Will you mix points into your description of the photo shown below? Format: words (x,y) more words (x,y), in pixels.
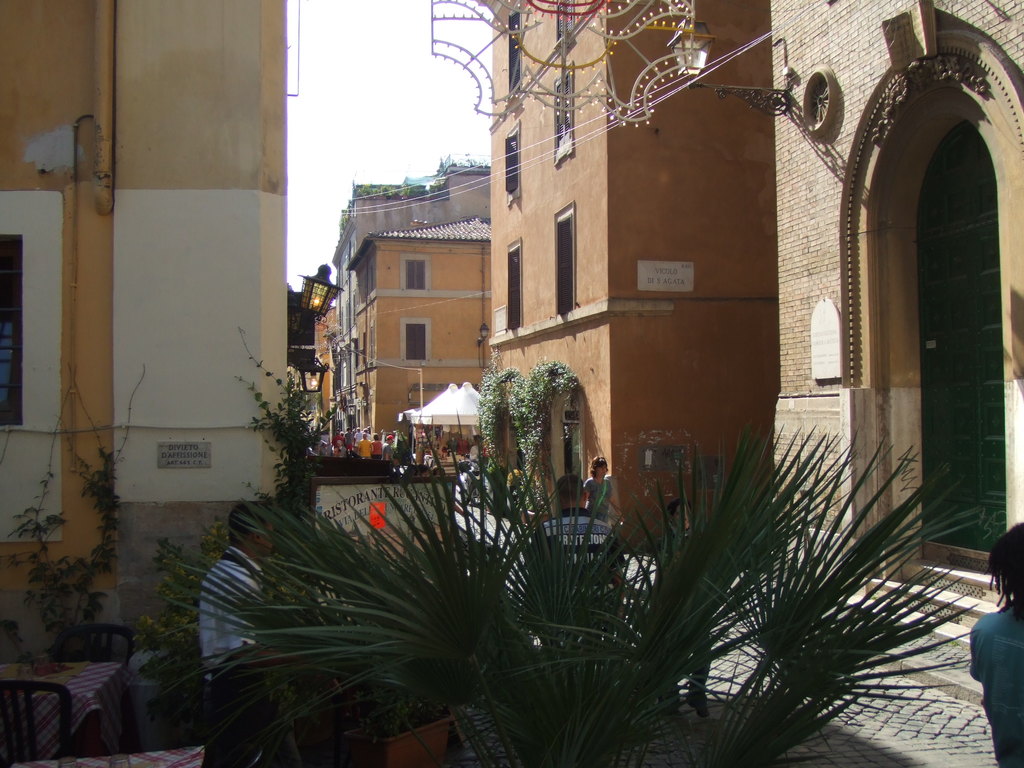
In this image we can see the buildings (598,274), plants (628,581) and also a table (62,675) which is covered with the cloth (73,682). We can also see the chairs (55,683), a board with the text (354,508) and also the tent (451,399) for shelter. We can also see the people (387,442), path (869,682), lamps (319,295) and also an object (590,64) with the LEDs (602,7). We can also see the sky (384,114).
